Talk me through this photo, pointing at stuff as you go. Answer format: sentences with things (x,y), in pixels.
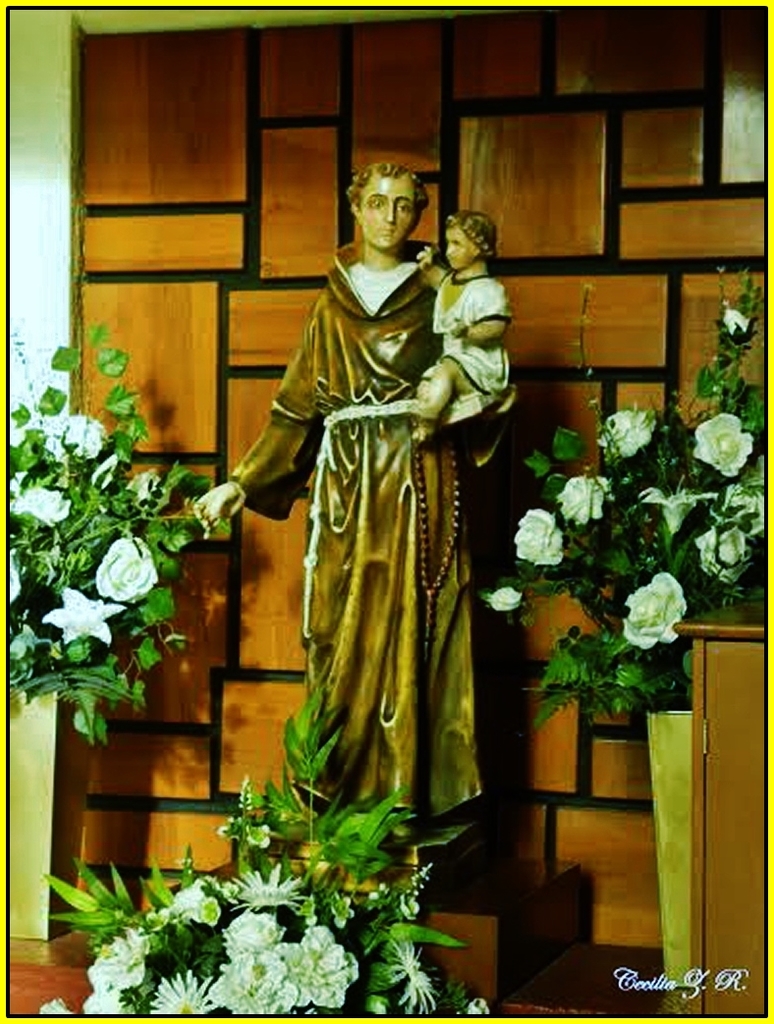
In this image I can see a statue (358,788) holding a baby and there are some plants (756,305) on the right side (746,563), one at the bottom (118,1000), and one on the left side (67,699).
